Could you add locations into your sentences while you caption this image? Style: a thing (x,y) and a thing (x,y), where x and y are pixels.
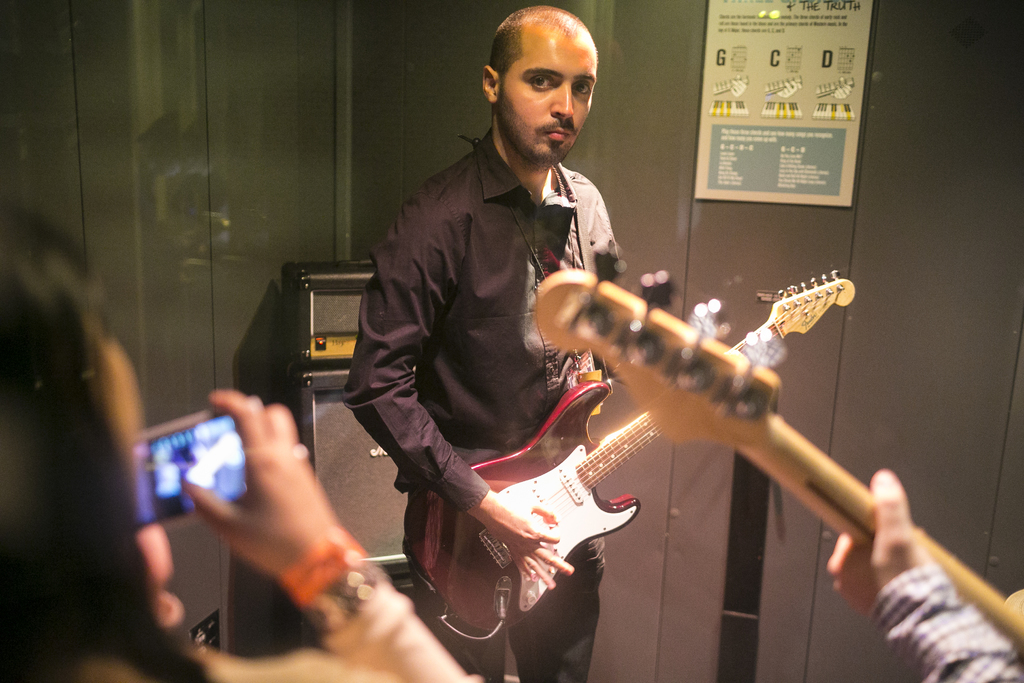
In the picture we can see a man (474,286) standing and holding a guitar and some persons (84,378) capturing the pic in the mobile phone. In the background (202,308) we can see a wooden wall (774,260) and paper (764,185) stick on it.
